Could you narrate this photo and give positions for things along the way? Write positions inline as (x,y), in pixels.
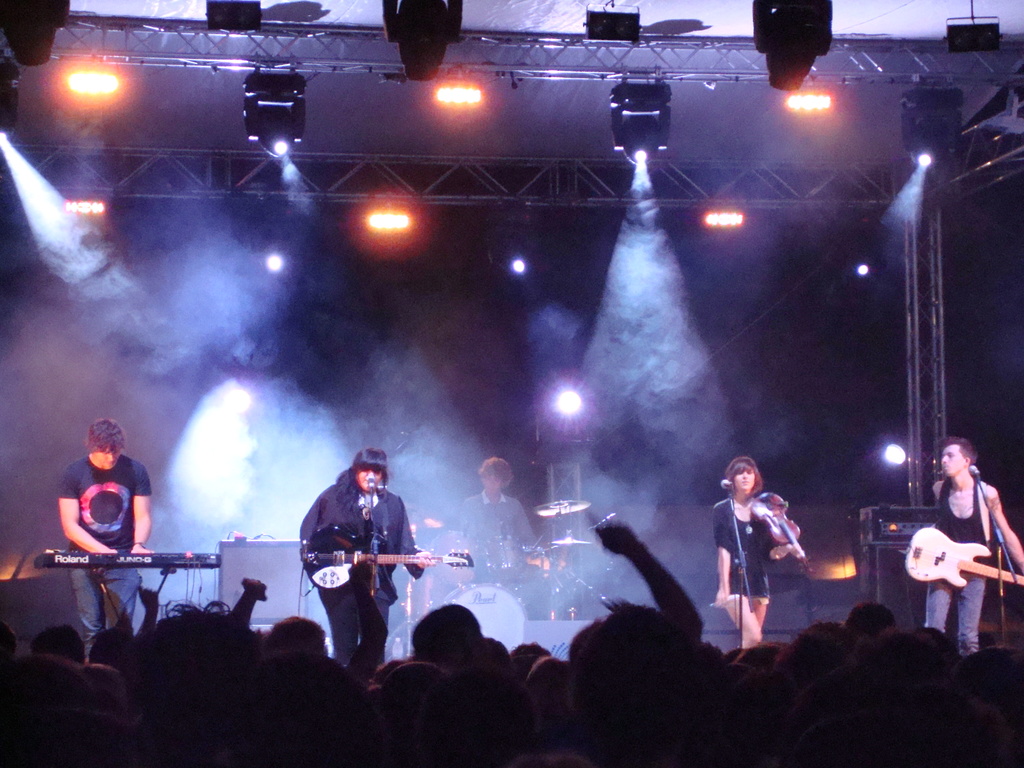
Here in this picture we can see a group of people (746,538) performing on stage (542,557), as we can see one person (121,524) is playing piano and one person (501,519) is playing drums (514,554) and some people (926,560) are playing guitars (352,560) and a woman (722,572) is playing violin (760,515) and some of them are having microphones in front of them and the person (363,521) in the middle (370,511) is singing a song and we can also see smoke (369,415) covered and we can also see lights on the top and in front of them we can see number of people (362,635) standing and cheering for them.
